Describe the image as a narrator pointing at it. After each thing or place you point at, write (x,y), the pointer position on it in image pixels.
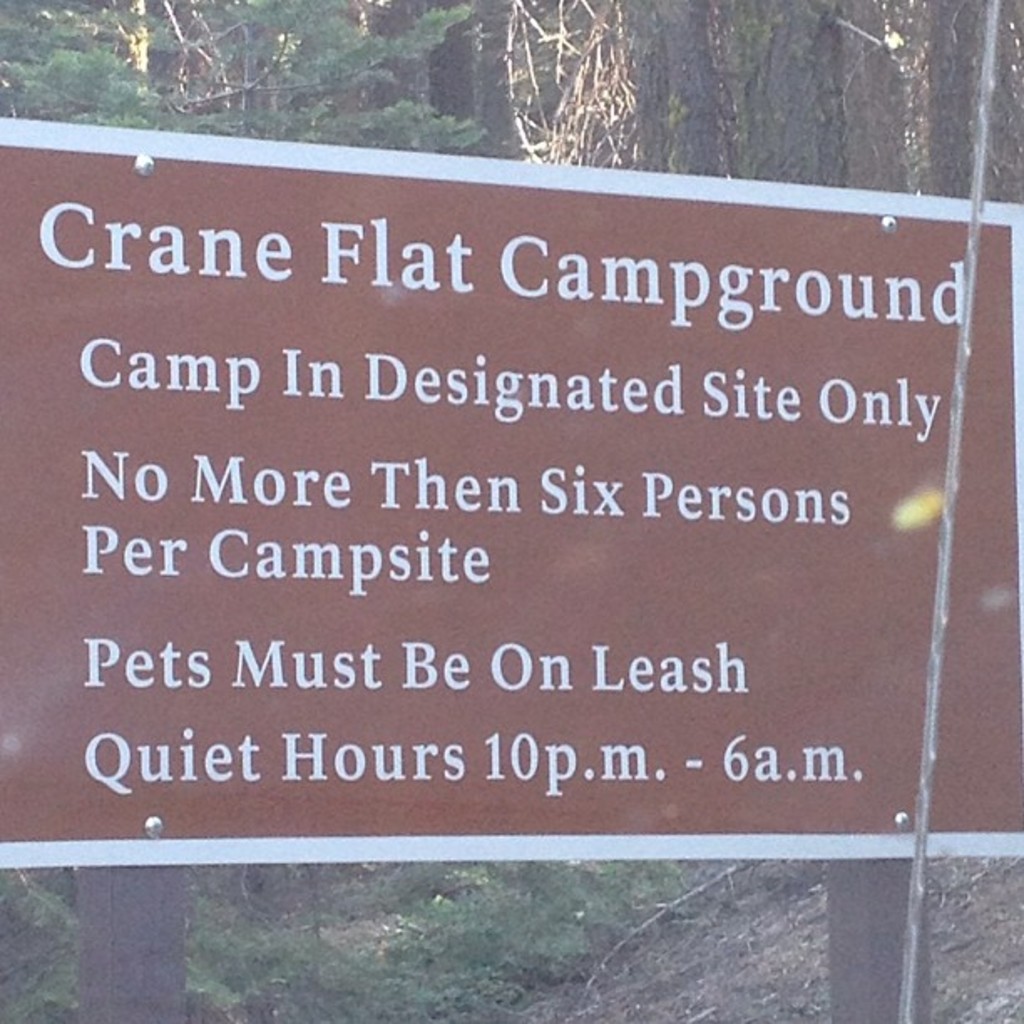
In the image there is a name board (552,542) in the front (642,442) and behind it there are trees (574,44) on the land (759,879).
